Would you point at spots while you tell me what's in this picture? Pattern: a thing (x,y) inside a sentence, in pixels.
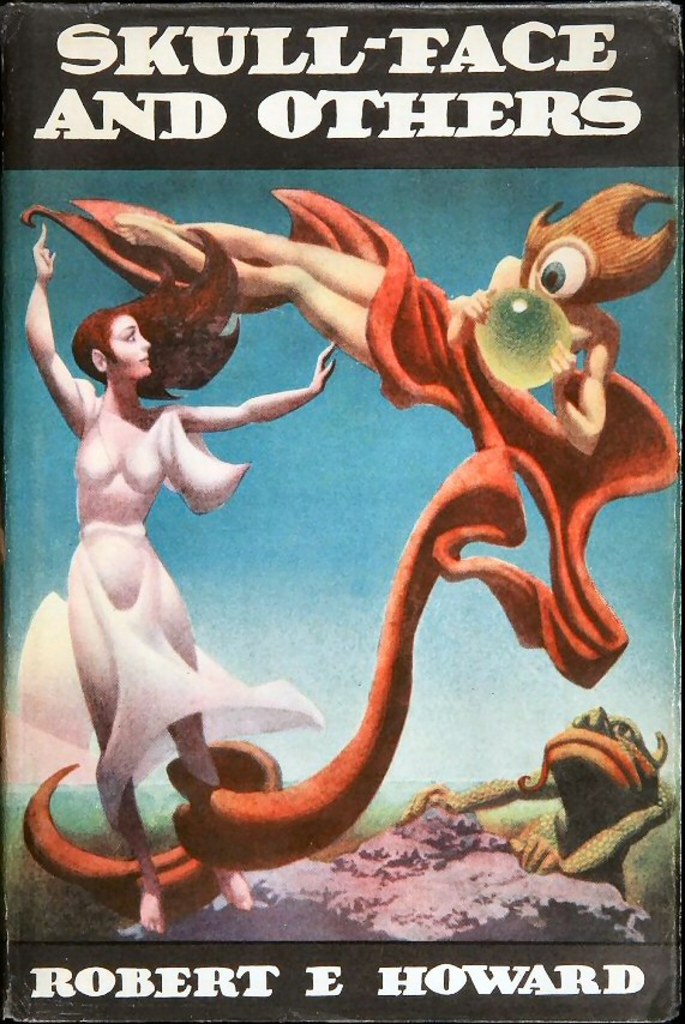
This is a poster where we can see one lady (155,388) is standing and one animal (473,809) is there on the rock (447,871). Top and bottom of the image (460,978) some text (394,978) is there.
